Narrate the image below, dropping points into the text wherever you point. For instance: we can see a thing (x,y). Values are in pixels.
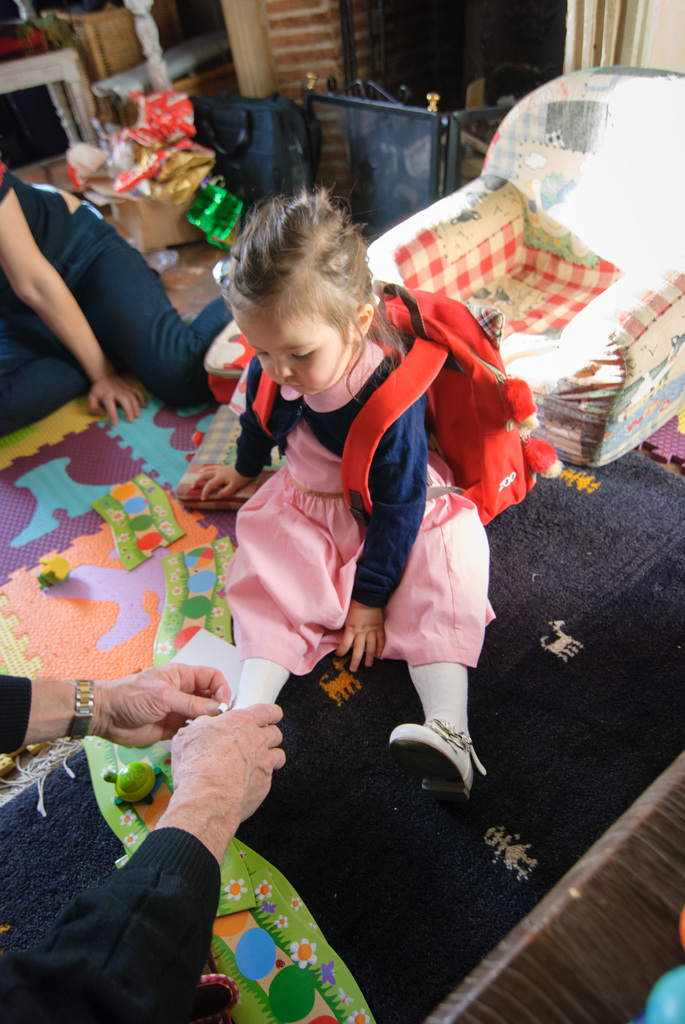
In the picture we can see a person's hand (92,720) holding a child's shoe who is wearing a pink color dress (291,491) and a red color backpack (390,315) is sitting on the carpet (522,663). In the background (639,312), we can see a person (123,348) sitting on the floor (5,581) and we can see a chair (607,80) here and we see a few more objects (147,163).
